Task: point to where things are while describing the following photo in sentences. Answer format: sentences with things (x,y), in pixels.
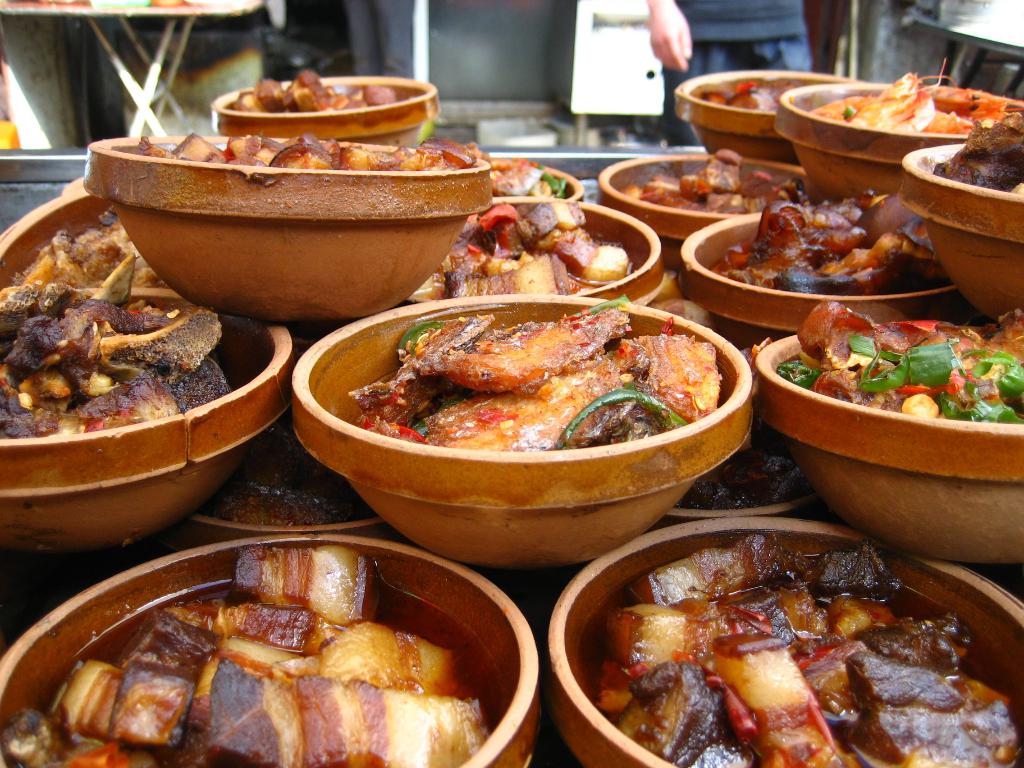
In this image there are many bowls (721,589). There is food (475,379) in the bowls (480,176). In the top right (733,25) there is a person (660,2) standing.
